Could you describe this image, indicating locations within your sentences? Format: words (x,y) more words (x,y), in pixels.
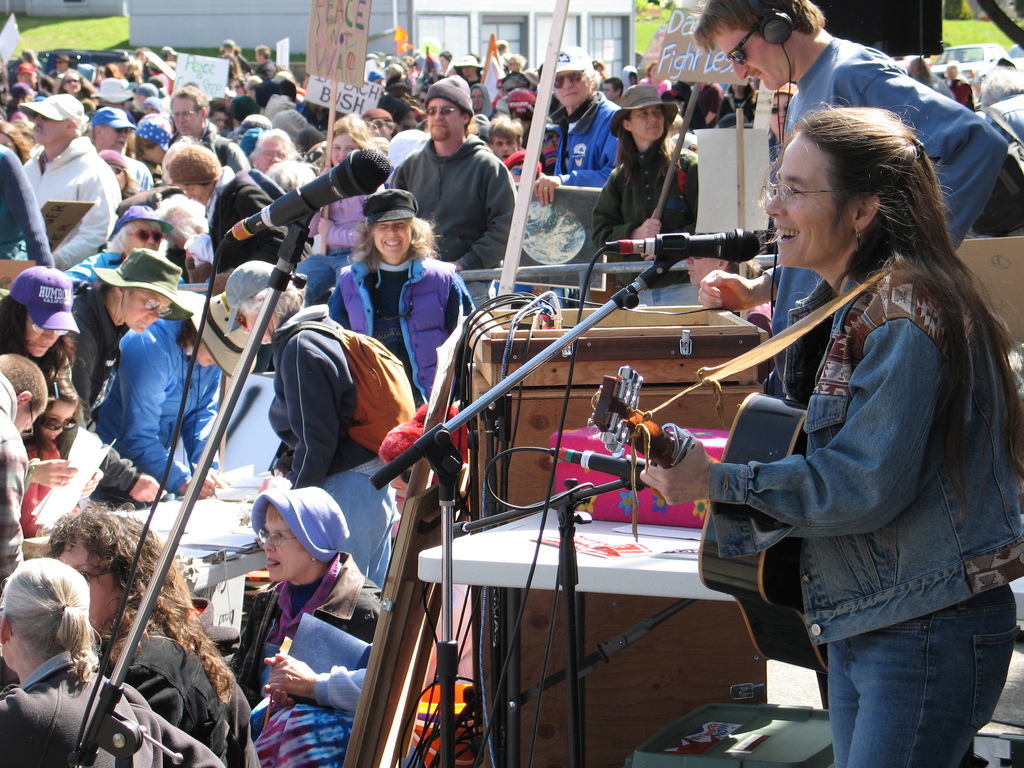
In this image I can see a person (931,424) standing in front (917,415) holding a musical instrument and singing in front of the microphone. Background (879,83) I can see the other person (856,71) standing and I can also see group of people (158,345) some are standing and some are walking holding few boards (342,30) and I can see a building (281,28) in white color.
